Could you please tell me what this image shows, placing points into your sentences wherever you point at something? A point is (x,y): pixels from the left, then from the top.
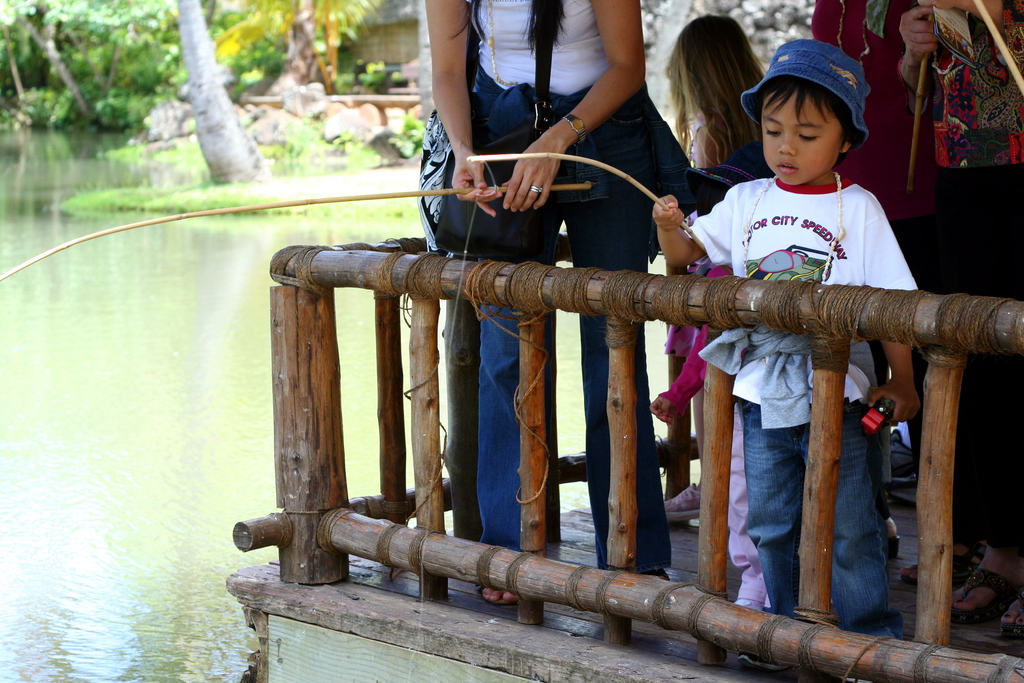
In this image we can see a group of people (815,108) standing on the floor (455,605) holding sticks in their hands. One boy (825,247) is wearing a cap (826,74) is holding an object (889,410) in his hand (905,387) and stick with the other hand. In the foreground (524,417) we can see a fence (323,376). In the background (445,475), we can see the water (234,451) and a group of trees (304,74) and some rocks (319,106).
